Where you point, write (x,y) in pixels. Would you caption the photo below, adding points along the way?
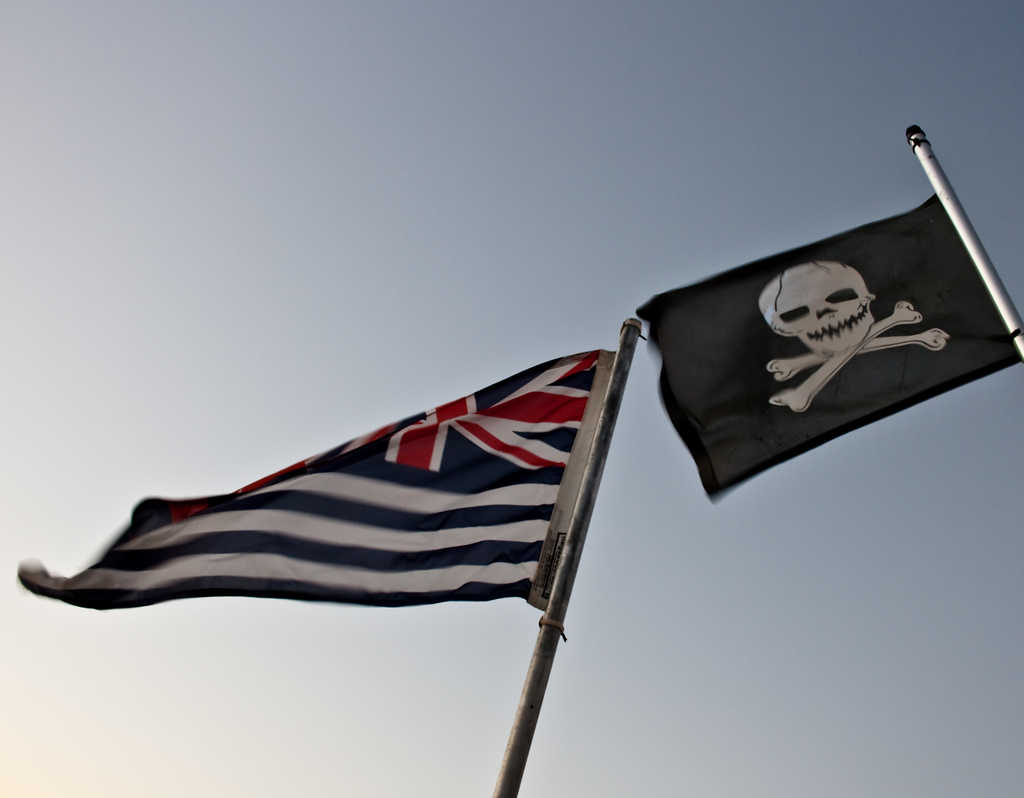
In this picture I can see flags (274,552) with the poles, and in the background (103,146) there is the sky (460,305).
